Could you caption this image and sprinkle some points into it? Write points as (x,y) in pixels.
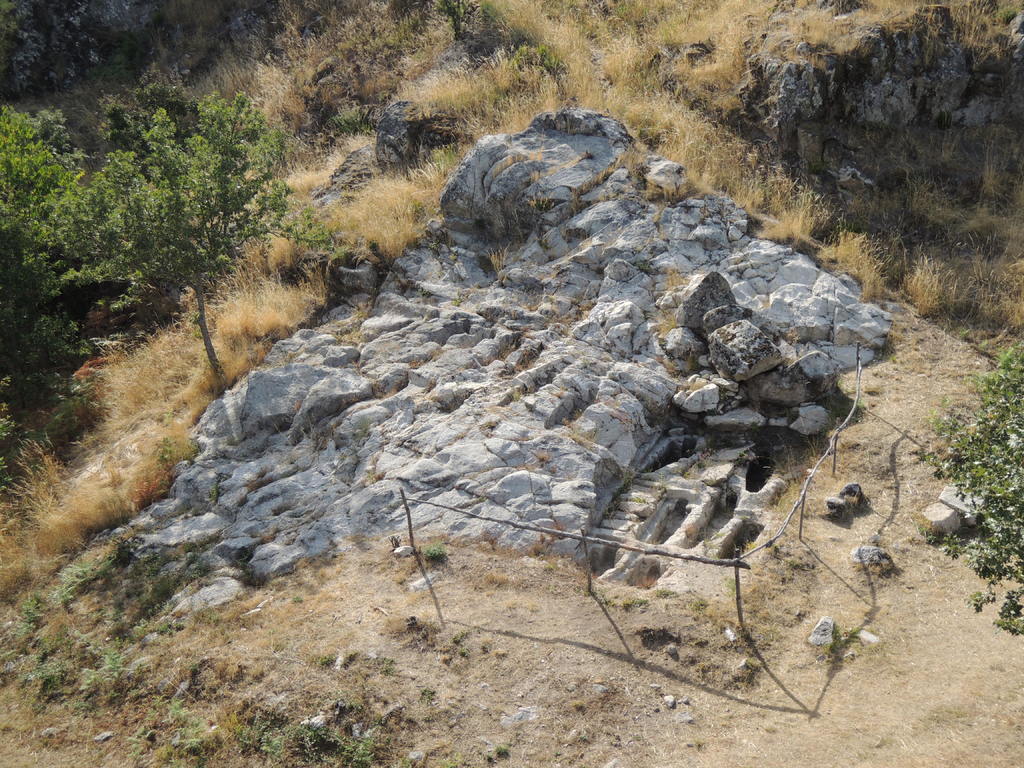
In this picture, it seems like stones (625,353) and bamboos (540,528) in the foreground (586,417), there are trees (211,143) and dry grass (538,102) in the background (638,127).
